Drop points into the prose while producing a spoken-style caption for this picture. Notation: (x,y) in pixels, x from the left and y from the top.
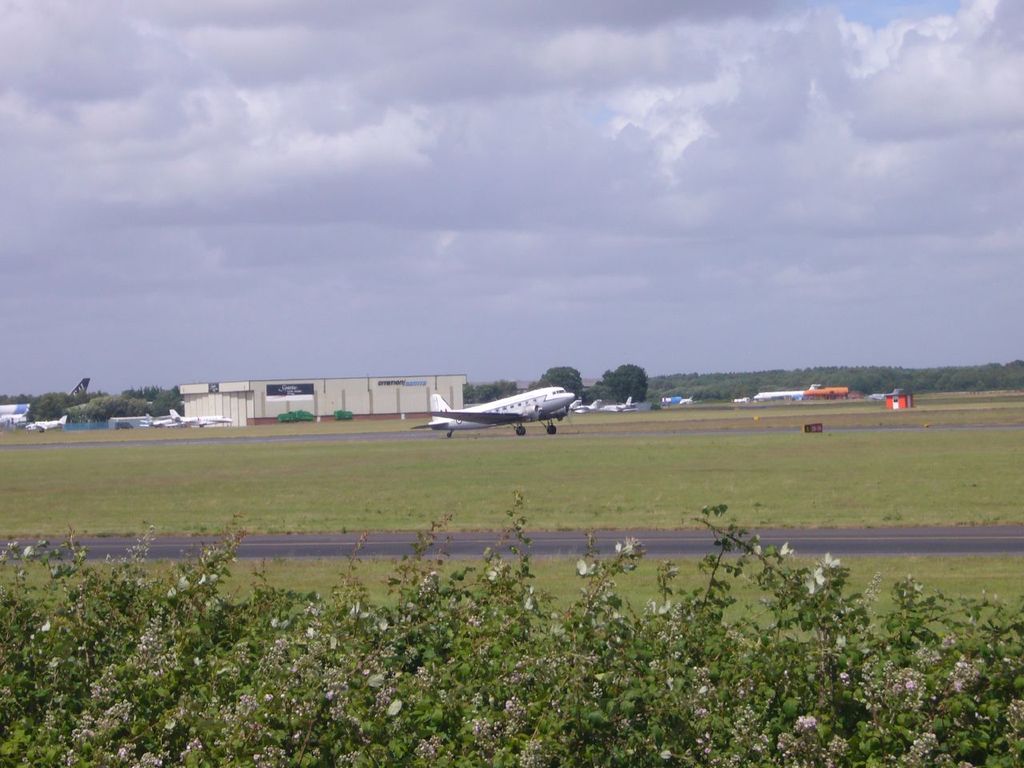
In this image there are plants (356,679) at the bottom (453,716). In the middle (553,414) there is an airplane (498,421) on the runway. In the background (434,377) there are buildings (256,397). At the top (331,149) there is the sky (322,172). There are few airplanes (158,422) on the ground (23,508).
